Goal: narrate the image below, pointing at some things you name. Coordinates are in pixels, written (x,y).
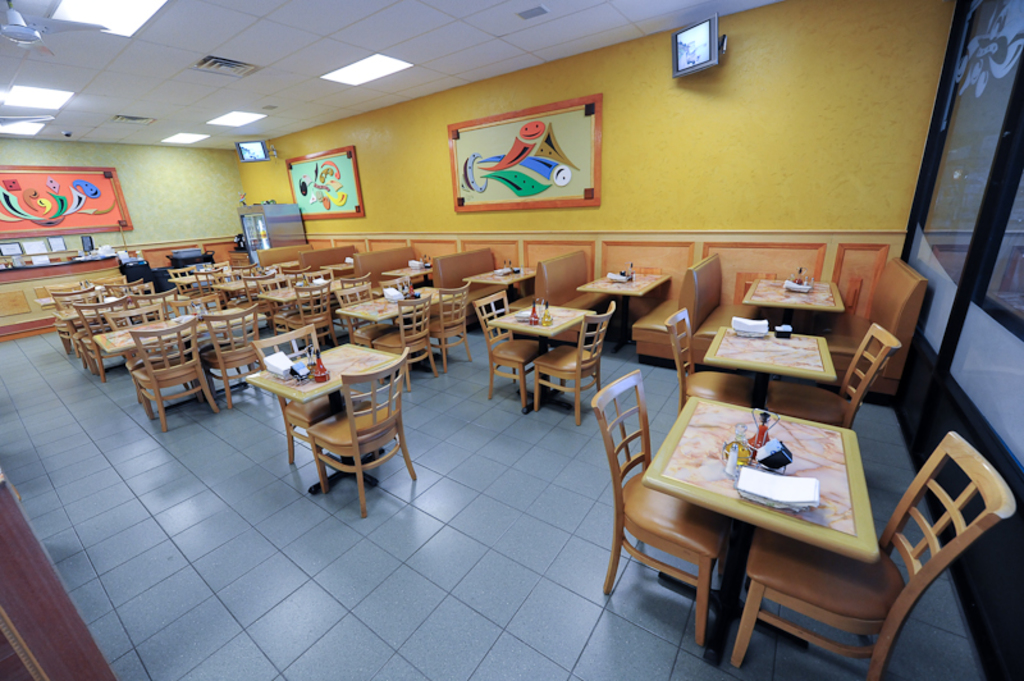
In this image we can see inside of a store (404,272). There are many tables (371,351) and chairs (549,356). There are few photos (498,151) on the wall (229,165). There are few objects (773,467) on the tables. We can see few televisions (701,49) on the wall (729,45). There is a fan (21,40) at the left side of the image (41,44). We can see the lights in the image.
